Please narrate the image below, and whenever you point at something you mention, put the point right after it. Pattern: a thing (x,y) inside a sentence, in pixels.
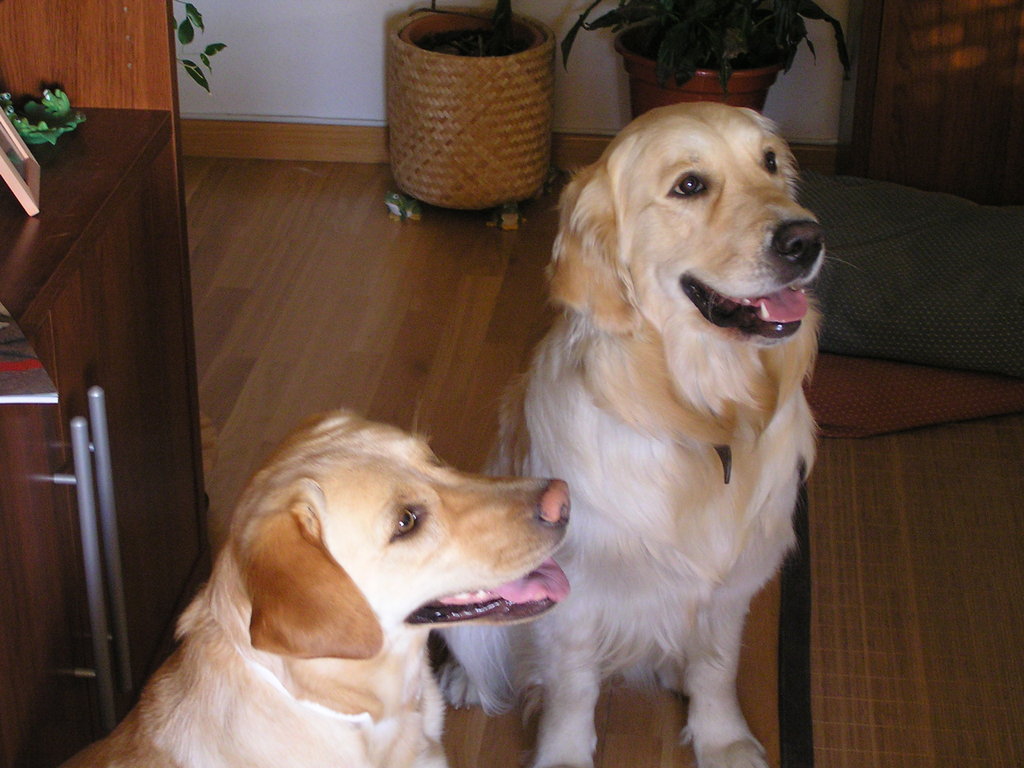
This picture is clicked inside the room (270,169). In front of the picture, we see two dogs (470,502). On the left side (85,162), we see a table (43,227) on which book (14,377) and a photo frame (39,195) are placed. Beside that, we see a brown door (33,425). In the background (657,20), we see the plant pots (671,24) and a white wall (273,46). On the right side (951,269), we see the carpets (928,340) in grey and red color. Behind that, we see a brown door (947,72). At the bottom (762,689), we see the wooden floor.
